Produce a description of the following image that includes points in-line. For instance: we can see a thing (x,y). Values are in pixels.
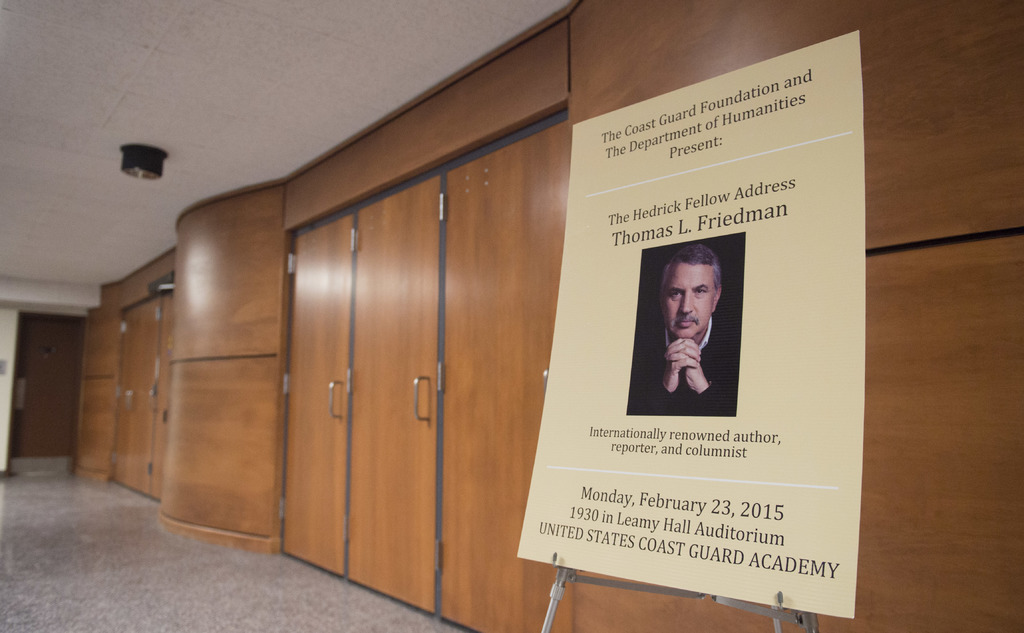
There is a picture of a person (681,304) on a board (603,358) as we can see on the right side of this image (708,266) and there is a wall (186,353) in the background (172,357). There is a door (45,400) on the left side of this image (53,387) and the roof (126,139) is at the top of this image (151,129).
